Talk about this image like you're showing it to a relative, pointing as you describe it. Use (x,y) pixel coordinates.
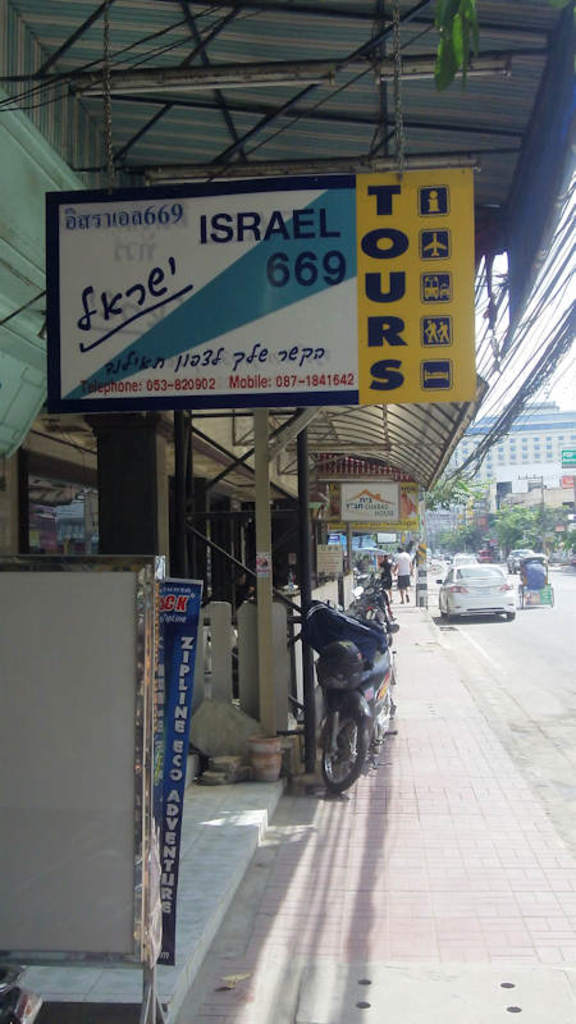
In this image on the left side (33,404) there are shops (229,429). In front of the shops (272,642) there is a bike (307,643) and we can see boards (200,316). At the center of the image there are vehicles (478,594) on the road (556,627). In the background of the image (507,514) there are buildings (523,469), trees (534,513), directional boards (568,453) and sky (538,336).
